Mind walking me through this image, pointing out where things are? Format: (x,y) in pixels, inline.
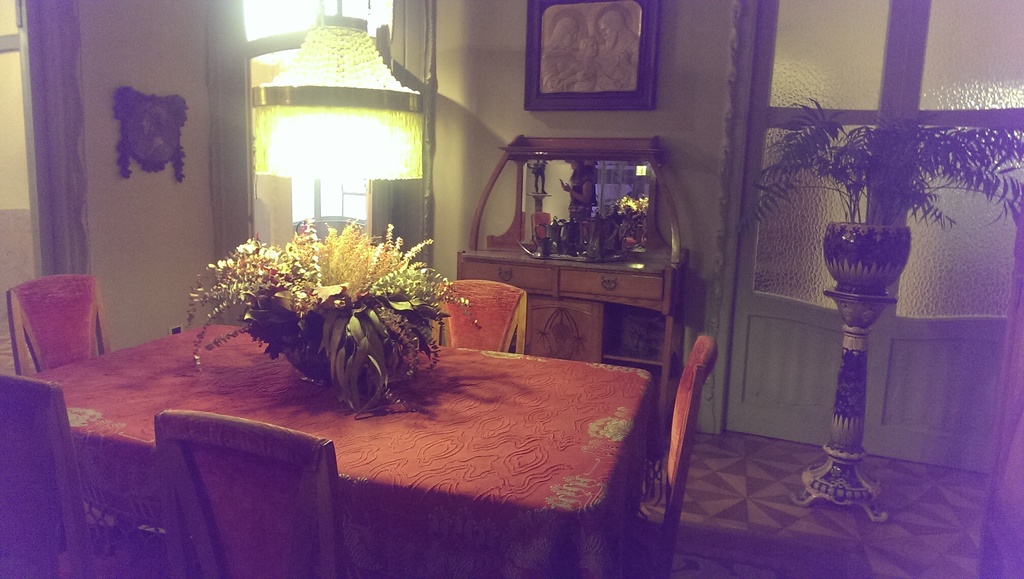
In this image, we can see a flower pot (338,319) placed on a table (479,474) and there are chairs (670,511). In the background (854,333), there is a flower vase (842,425) and we can see doors (856,76), frames (574,52) placed on the wall (512,73), lights (356,105) and there is a stand (583,275) and inside the stand (573,215) we can see some objects (565,231). At the bottom (715,522), there is floor (714,523).
